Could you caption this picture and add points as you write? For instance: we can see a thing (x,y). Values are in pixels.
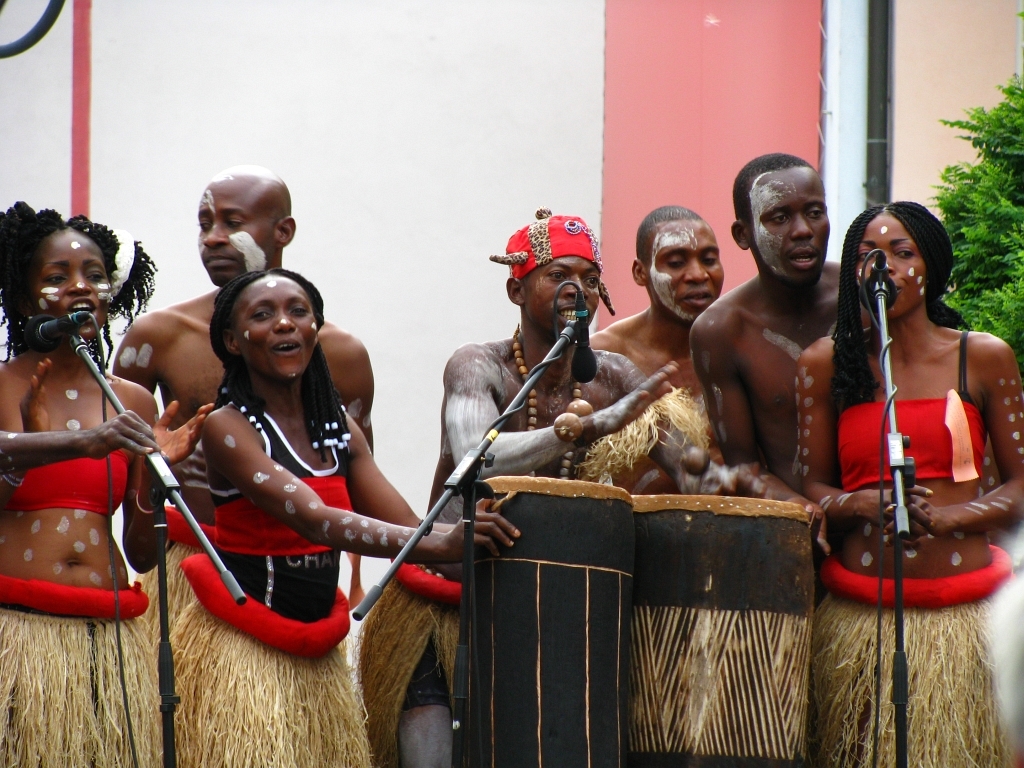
In this image i can see a group of persons (750,353) performing a act and in front of them there are the drums (702,600) kept and there are the mikes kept in front of them, back side of them there is a wall (661,138), on right side (1003,193) there is a plant (1004,210) visible.
